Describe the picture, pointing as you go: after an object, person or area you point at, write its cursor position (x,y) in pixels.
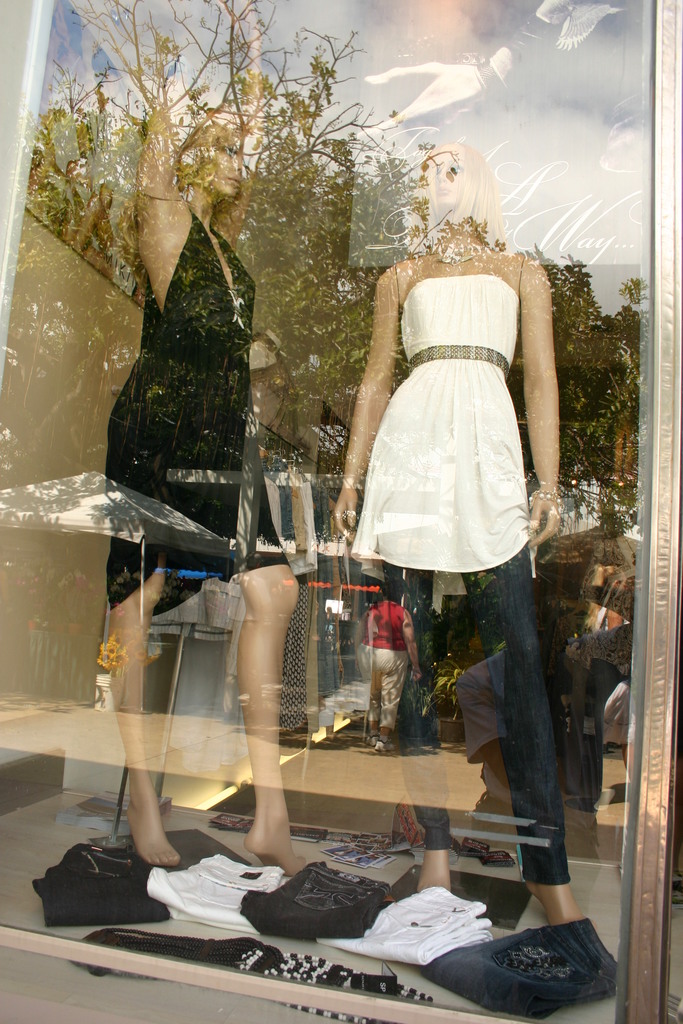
Through the glass door (312,482) we can see clothes (346,903) on the floor (309,861) and there are two dolls (243,374) wore dresses (249,372) and in the background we can see frames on the wall (83,421). There are reflections (254,267) of a tree (124,253) and a person (384,655) on the glass door (367,264).
